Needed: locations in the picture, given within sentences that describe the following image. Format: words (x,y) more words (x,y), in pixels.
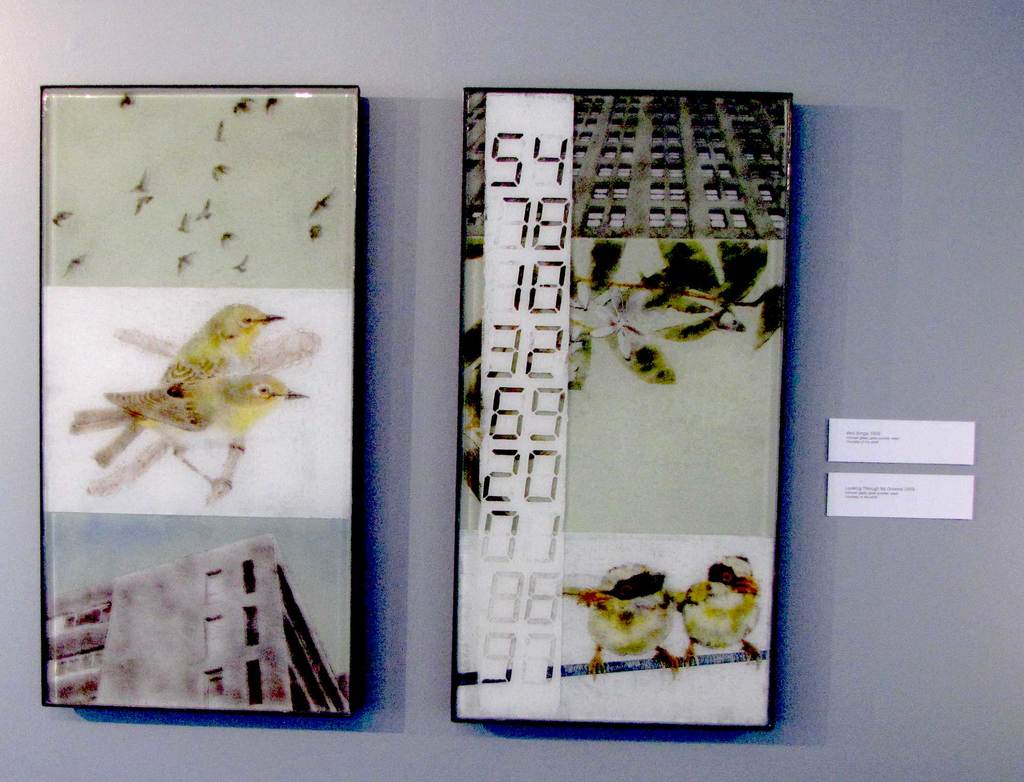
In the foreground of this image (483,546), there are two frames (538,438) on a wall (666,44) and two dialogue boxes (880,487) on the right (869,494).
